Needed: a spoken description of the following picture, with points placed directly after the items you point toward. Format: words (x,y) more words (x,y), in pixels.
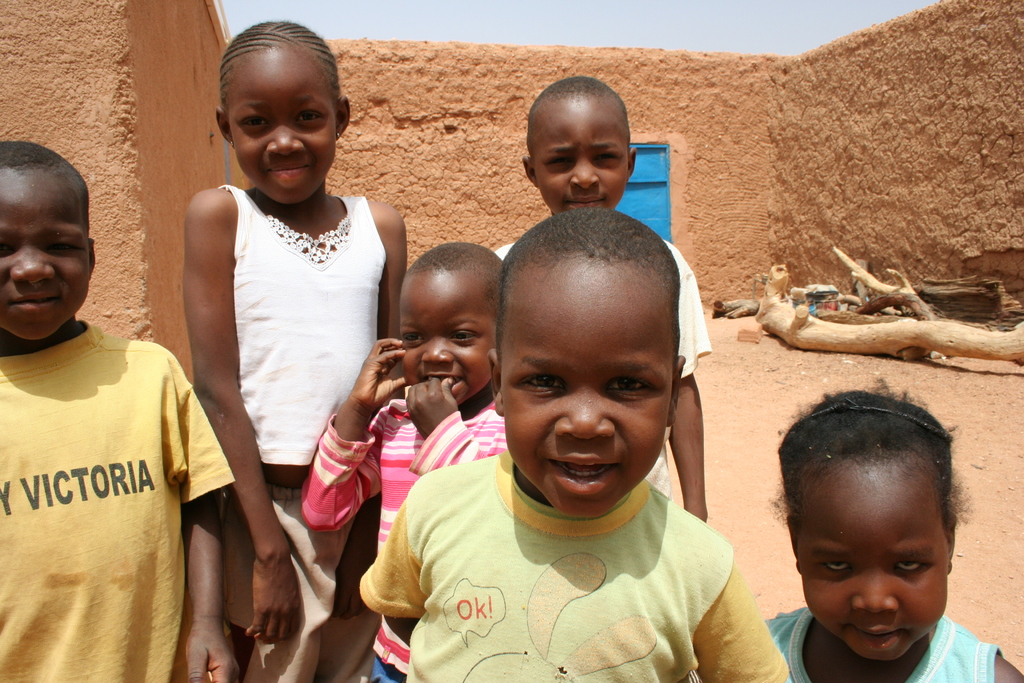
In this image there are kids (355,401) standing and smiling, there are branches (815,325), sand walls (943,172), and in the background (729,18) there is sky (676,13).
